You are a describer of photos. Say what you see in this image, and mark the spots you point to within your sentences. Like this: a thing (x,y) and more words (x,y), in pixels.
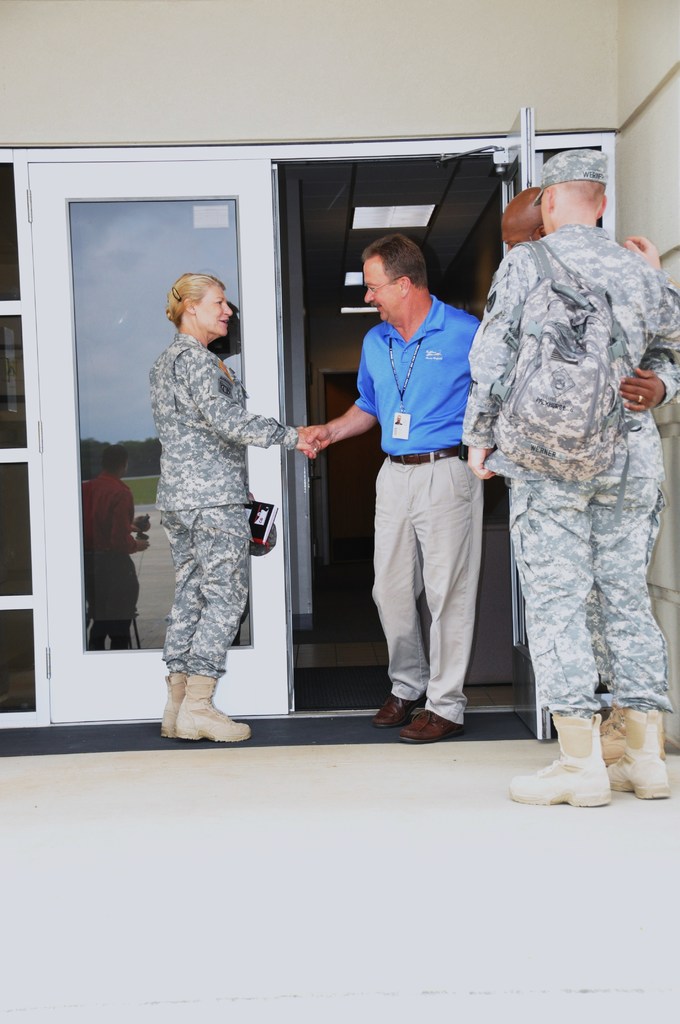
In this image we can see three men (350,430) and one woman (204,438). Two men (563,482) and one woman (219,555) is wearing army uniform (192,607) and one more man (384,446) is wearing blue color t-shirt (432,382) and pant (401,482). Behind white color door (135,238) is there.
